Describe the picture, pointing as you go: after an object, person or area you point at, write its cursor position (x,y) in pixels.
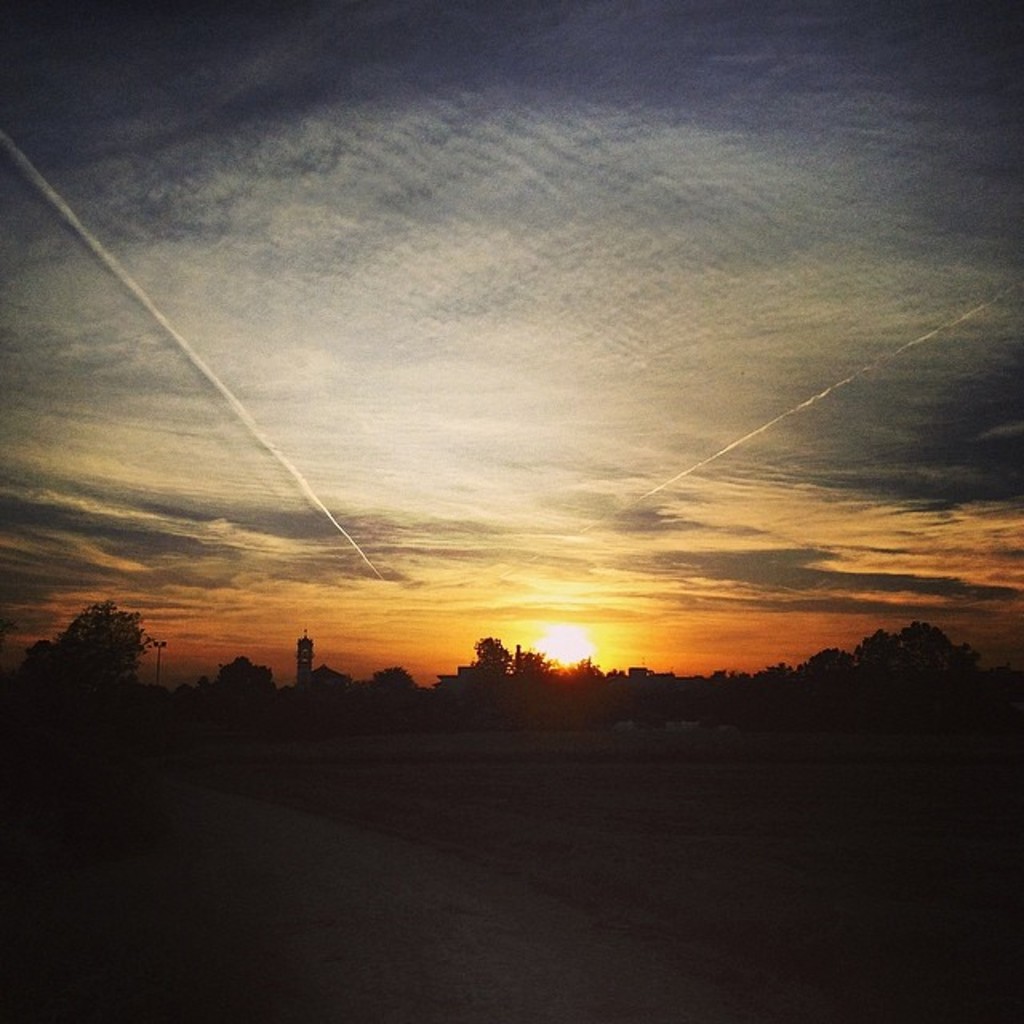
In this picture we can see few trees (797,673), red color clouds (678,621) and the sun (541,638).
